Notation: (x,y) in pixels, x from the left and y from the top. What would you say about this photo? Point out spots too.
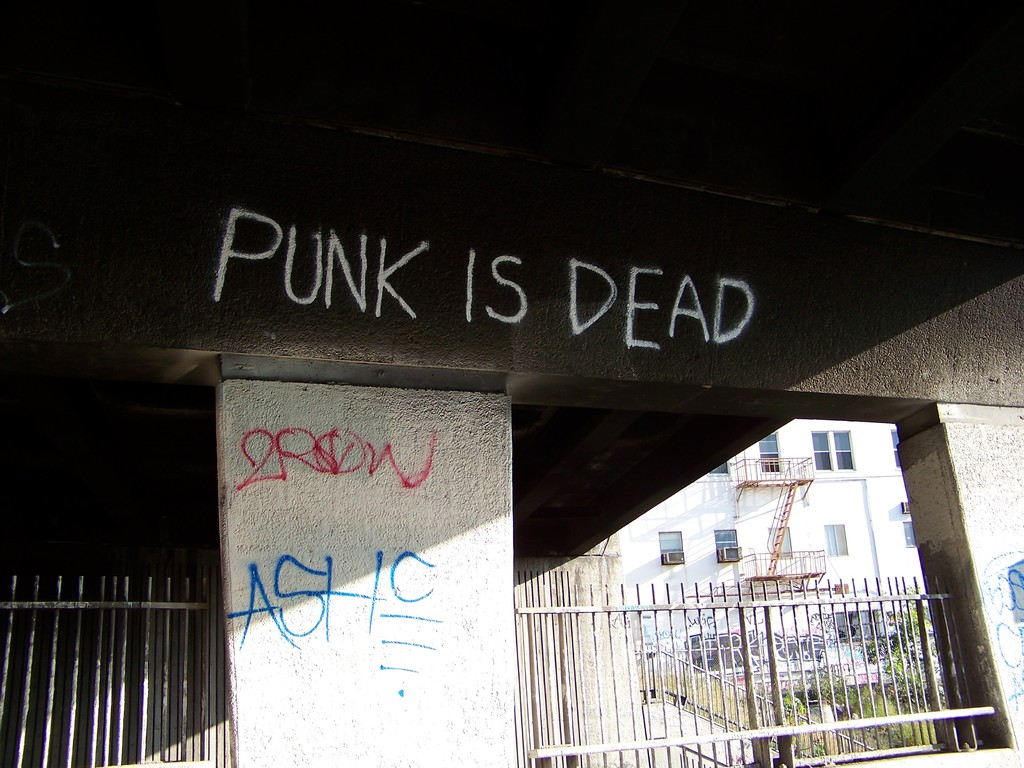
In this picture there are buildings (682,576). In the foreground (676,210) there is text (687,310) on the walls (316,310) and there is a railing (668,608). At the back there is a staircase (775,521) and there might be vehicles (728,646) and there are air conditioners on the windows (723,548). At the bottom (917,674) there are plants (877,689).
